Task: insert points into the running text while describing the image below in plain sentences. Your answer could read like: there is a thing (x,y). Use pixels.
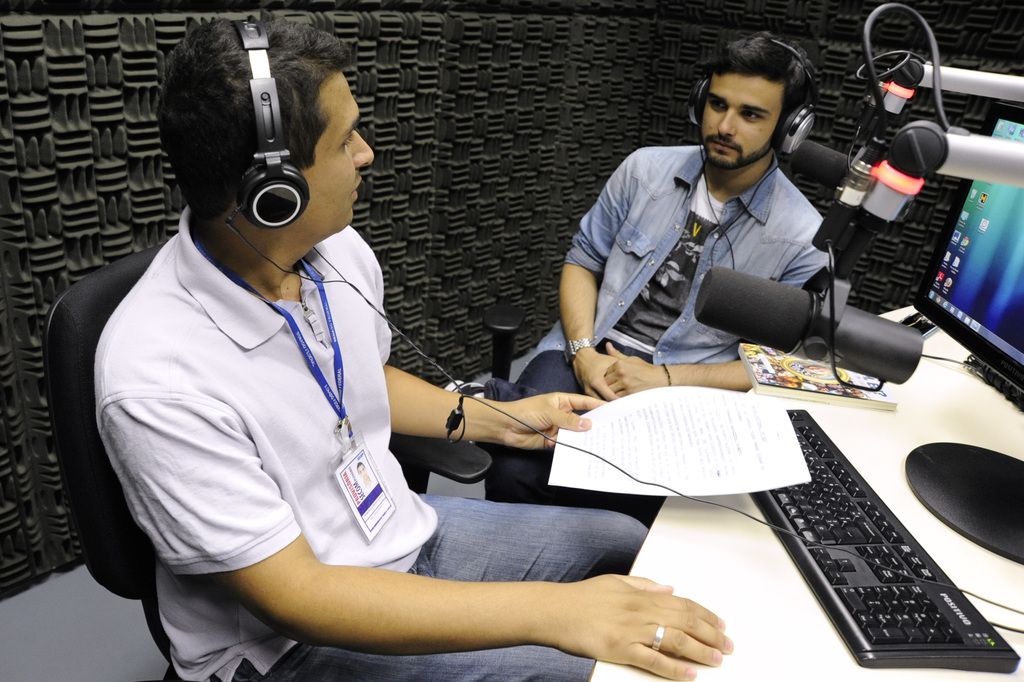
In this image we can see two men (345,349) are sitting on black color chairs (109,291). In front of them, we can see a white color table (778,610). On the table (741,601), we can see a keyboard (853,569), book (870,396) and monitor (954,300). There is a mic (769,288) and stand (930,142) on the right side of the image (929,149). In the background (487,84), we can see a black color wall (419,175). One man (399,602) is wearing a white color T-shirt (290,403), jeans (484,655), ID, headphones (268,191) and holding papers (592,418) in his hand (525,431). The other man (678,279) is wearing T-shirt (660,290), shirt (638,207) and headset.
